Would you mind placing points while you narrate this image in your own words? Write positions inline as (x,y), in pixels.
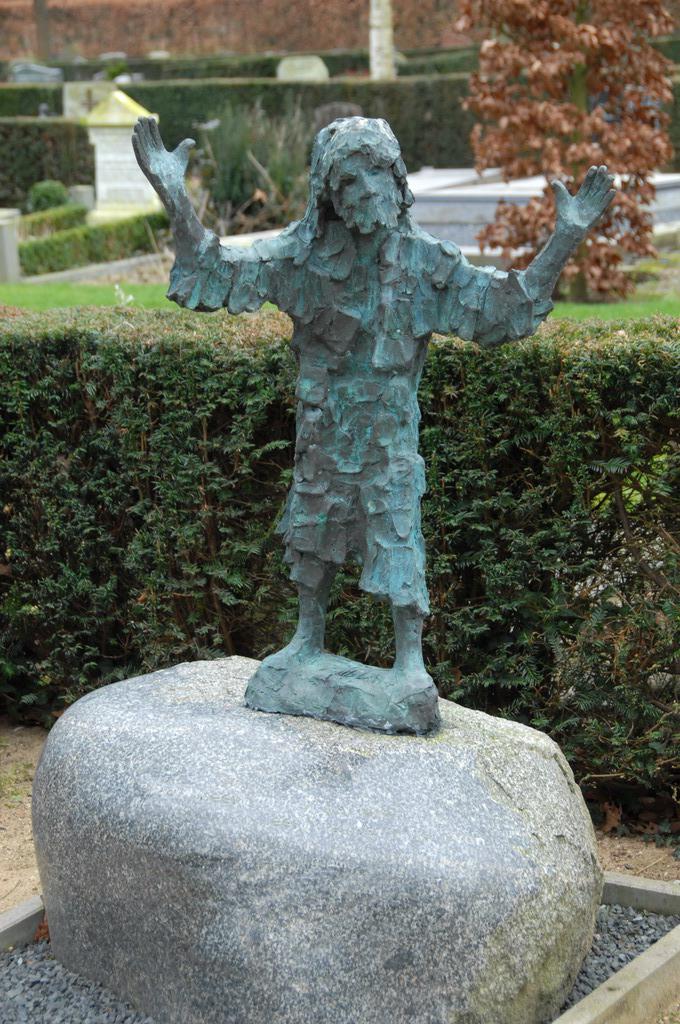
In the image we can see the sculpture of a person (403,690) standing. Here we can see stones (78,997), plants (175,531), grass (97,298), trees (571,115) and the background (118,226) is slightly blurred.
